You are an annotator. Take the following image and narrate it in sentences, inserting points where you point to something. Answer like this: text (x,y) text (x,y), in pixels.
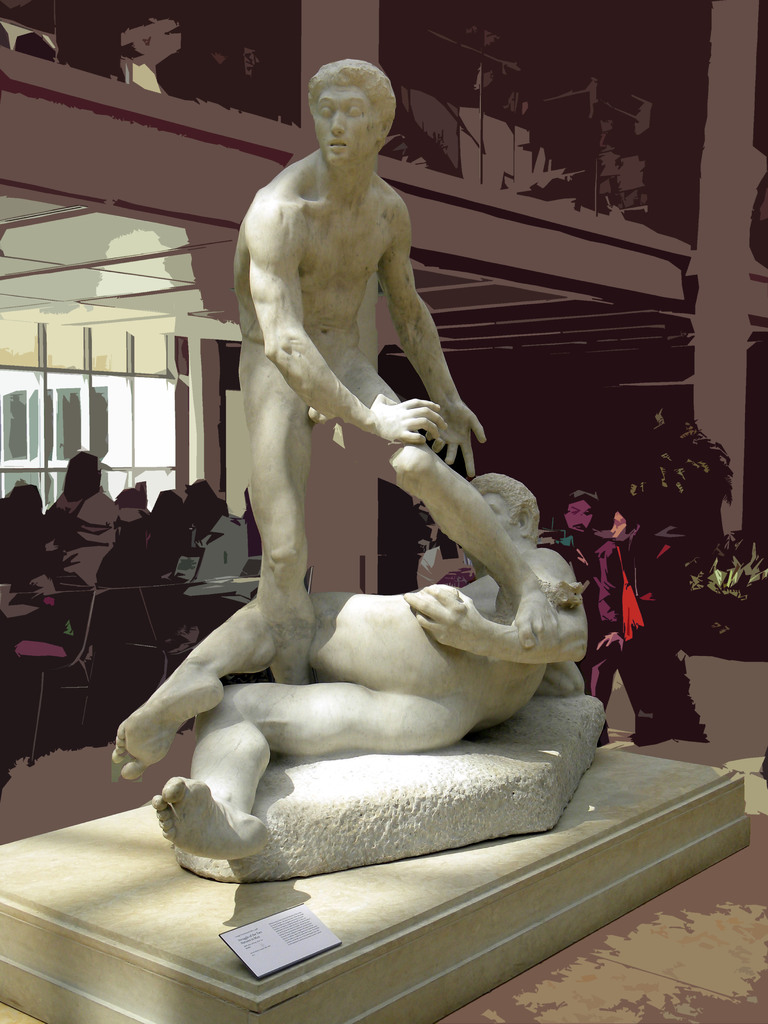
In the middle of the picture (464,520), we see the statue (491,552) of two men (404,343), one standing and the other lying. Behind the statue (557,555), we see people (211,553) sitting on the chairs (100,628). Beside that, we see two men (606,601) are standing. Behind them, we see plants (710,597) and a building (617,308) in maroon color. In the background (102,374), there are windows (114,371).
